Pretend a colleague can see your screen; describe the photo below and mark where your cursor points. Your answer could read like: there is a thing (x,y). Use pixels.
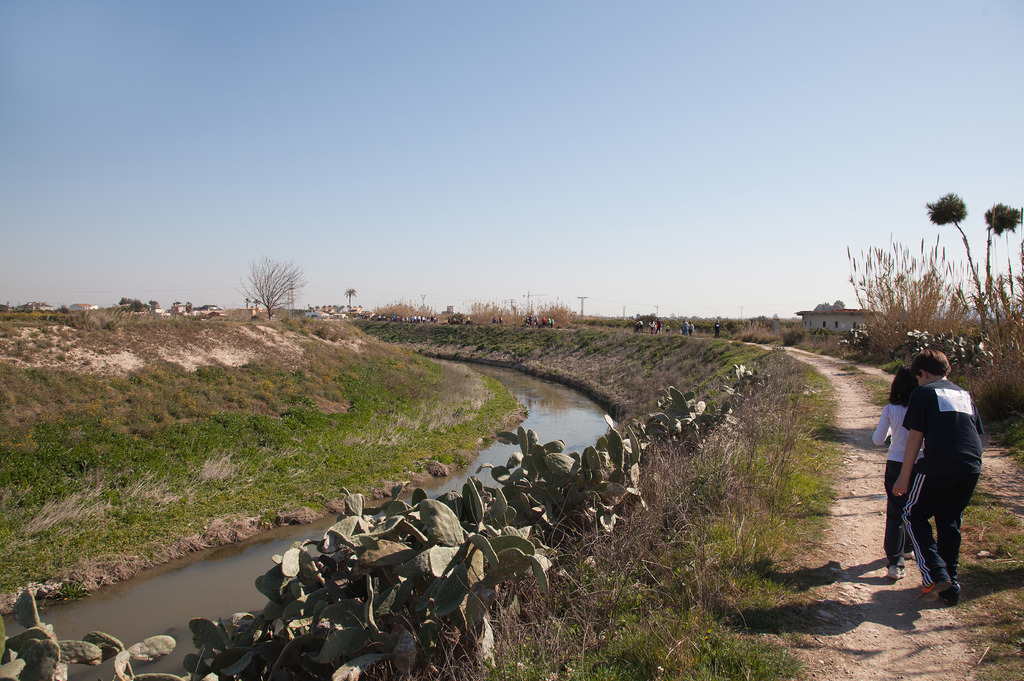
This is an outside view. On the right side (954,519), I can see a boy (938,458) and a girl (893,532) are walking on a path (863,572). On the left side (242,564) there is a river (200,580). On the right side of this river (218,588) I can see few cactus plants (440,554) and on the other side I can see the grass (152,516). In the background (415,319), I can see some people (399,320) and buildings (180,307). At the top of the image (588,98) I can see the sky (405,89).
